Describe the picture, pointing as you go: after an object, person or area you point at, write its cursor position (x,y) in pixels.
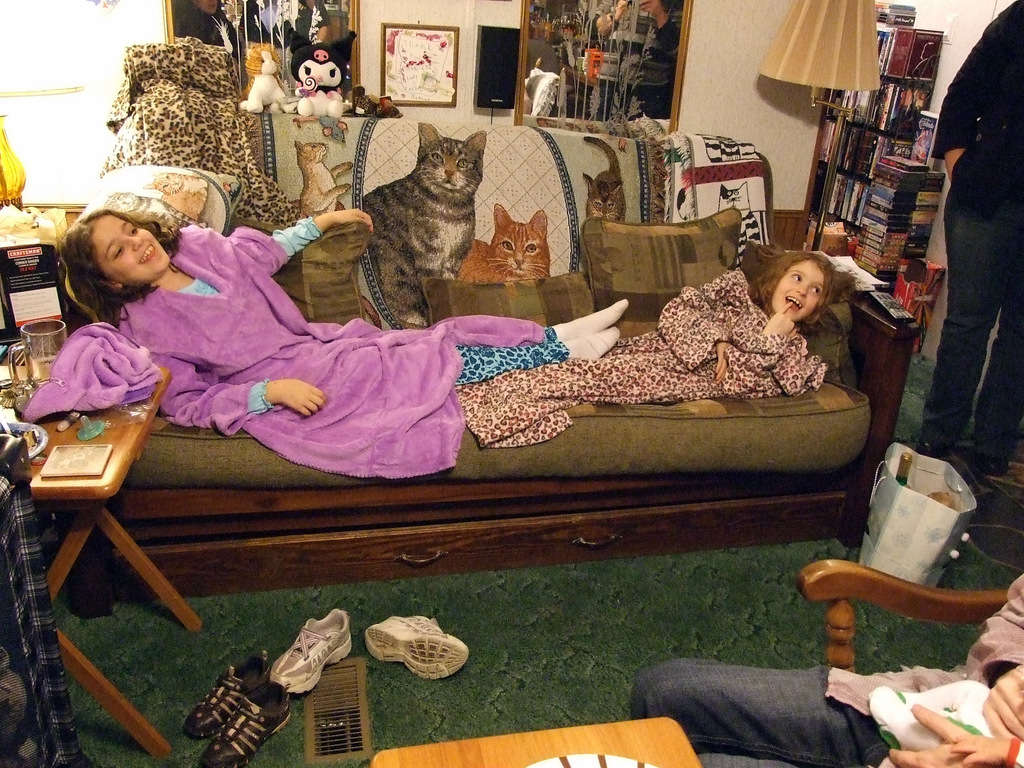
This picture is taken inside the room (776,396). In this image, in the right corner (740,702), we can see a person (812,713) sitting on the chair (999,600). In the middle of the image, we can also see a table (479,767). On the left side (38,493), we can also see another table (81,492), on the table (55,445), we can see some clothes (50,379), jar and a plate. In the middle of the image (584,479), we can see a couch (241,578), on the couch (903,352), we can see two girls (691,354) are lying and a mat (432,181), clothes (174,150). In the background (869,139), we can see some books (914,146) on the shelf (900,247), table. On the table (891,342), we can see a lamp (801,41). In the background (341,57), we can also see some toys (297,69) and a photo frame (396,55) which is attached to a wall (732,99). At the bottom (302,679), can see some shoes (321,646) and a mat (526,644).
